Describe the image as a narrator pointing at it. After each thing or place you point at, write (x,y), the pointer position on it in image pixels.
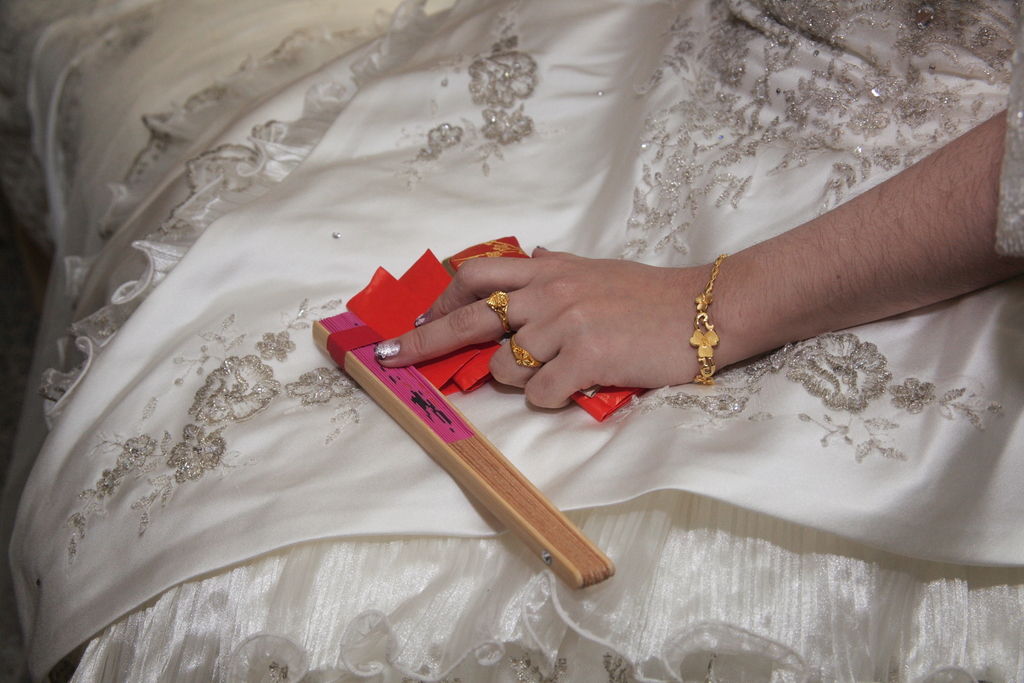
This picture shows a wooden stick (355,320) and we see few papers (371,289) in the women's hand (656,377). We see couple of rings (521,354) and a bracelet (716,261). She wore a white color dress (651,604) with some design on it.
